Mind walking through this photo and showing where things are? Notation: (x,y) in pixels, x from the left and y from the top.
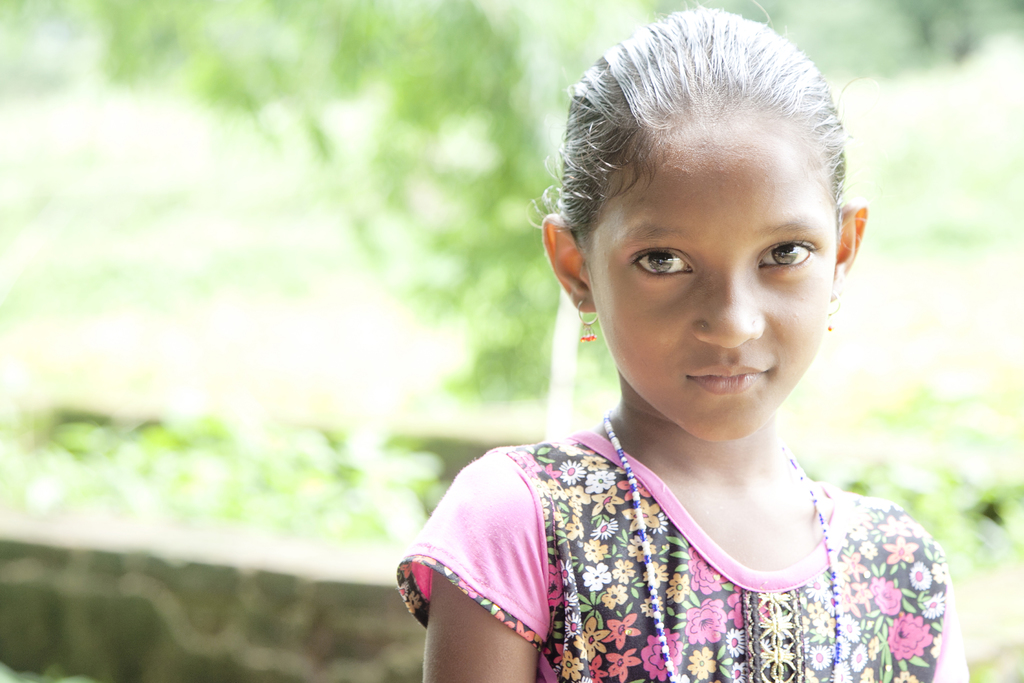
In this image there is a girl (635,525) standing. She is smiling. The background (921,375) is blurry.
